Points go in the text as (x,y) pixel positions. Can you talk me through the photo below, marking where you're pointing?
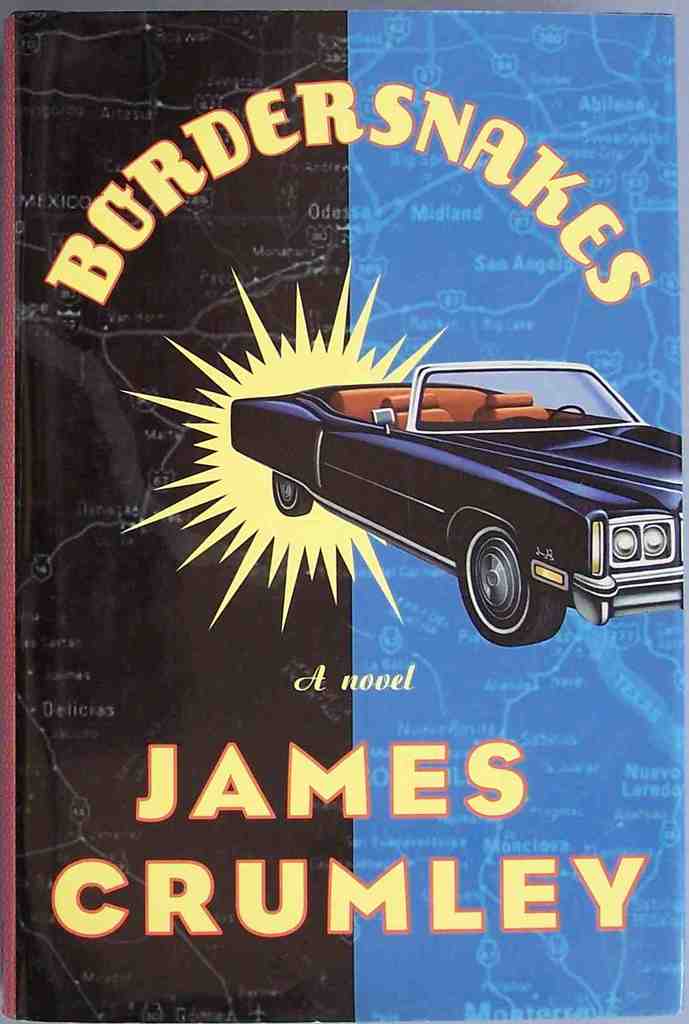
In this picture we can see a poster (313,852). On this poster (207,722) we can see a car (551,485).
